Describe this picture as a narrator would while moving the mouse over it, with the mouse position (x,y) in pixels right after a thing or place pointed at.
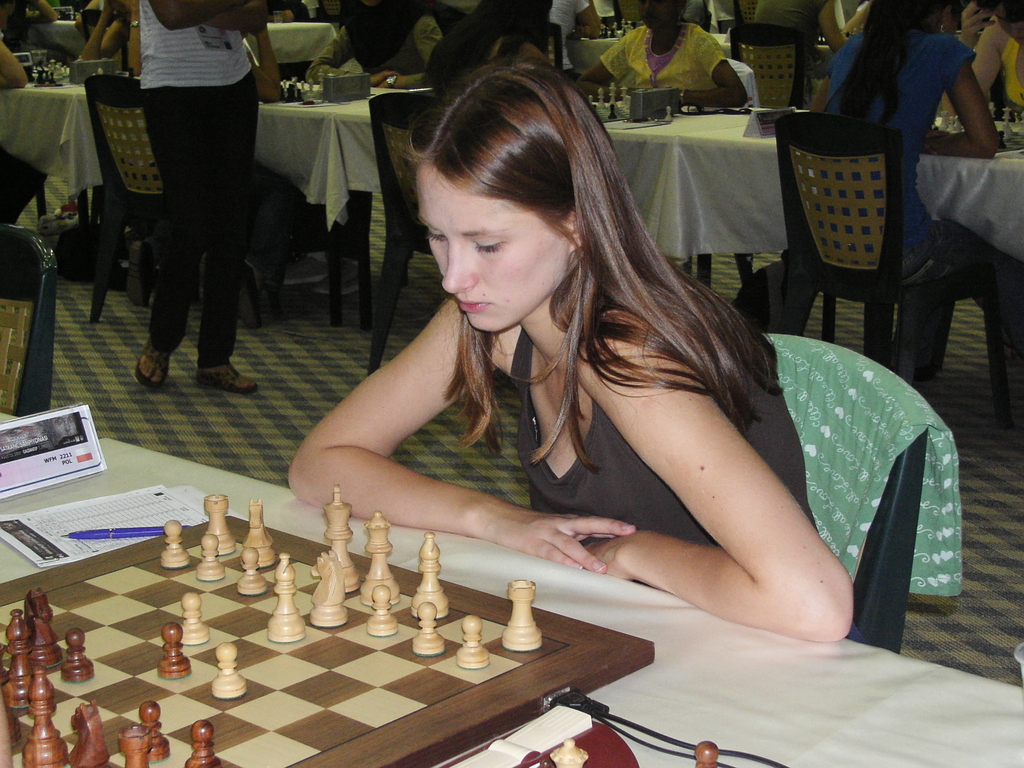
As we can see in the image there are few people (450,235) sitting on chairs (106,82) and there are tables (698,207). On table (765,644) there are poster (31,443), paper (50,526), pen (88,532) and chess board (212,605).
